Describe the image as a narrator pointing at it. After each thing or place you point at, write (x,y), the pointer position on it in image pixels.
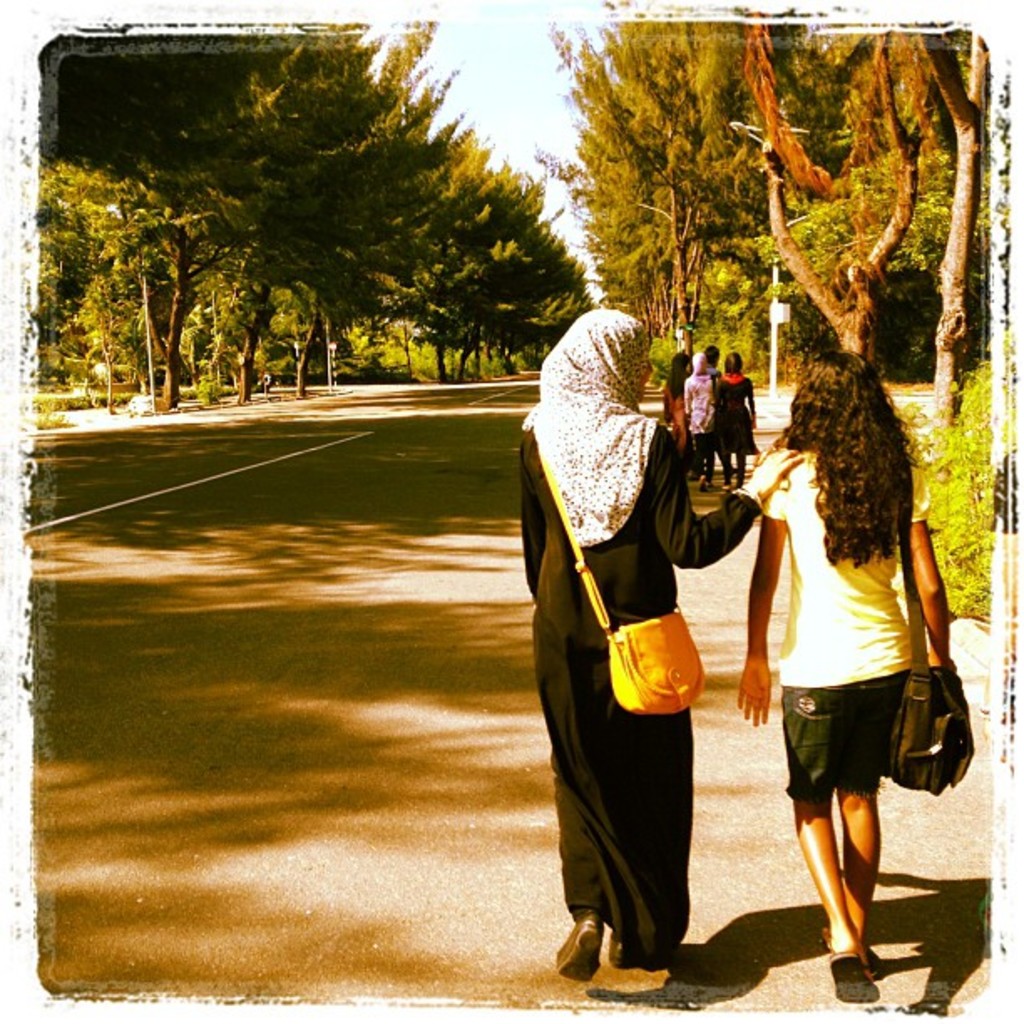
In this image I see 2 women (648,349) who are on the path (497,530) and they are carrying the bags (953,695). In the background (562,329) I see few people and the trees (753,283).
